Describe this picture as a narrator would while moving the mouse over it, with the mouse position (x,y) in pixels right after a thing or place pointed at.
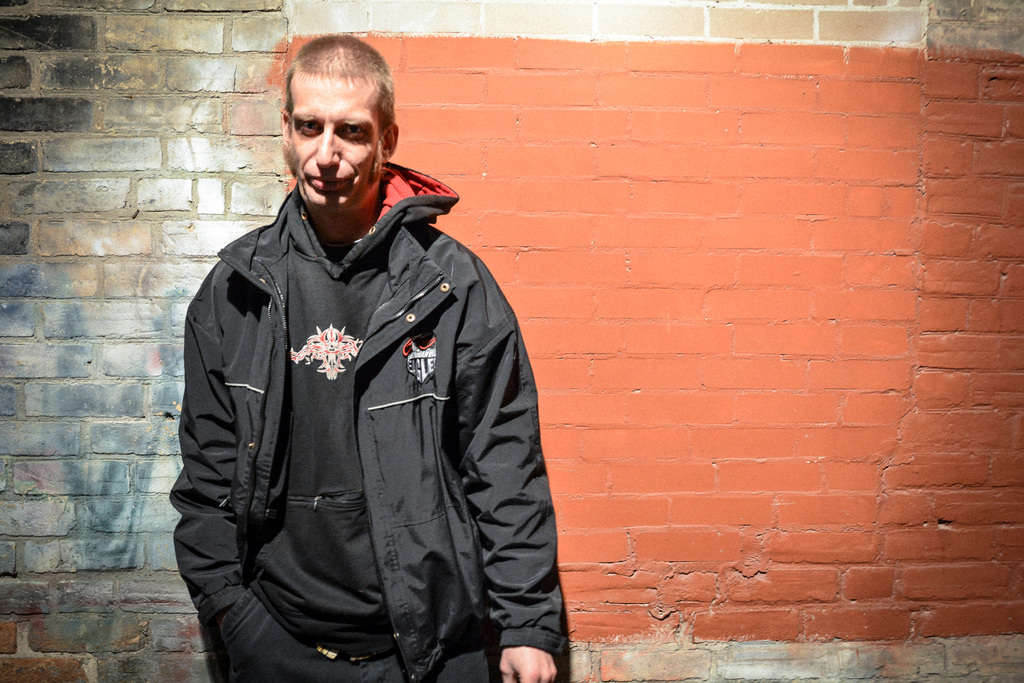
In this image there is a man (350,459) standing. He is wearing a jacket (406,411). Behind him there is a wall (79,312).
